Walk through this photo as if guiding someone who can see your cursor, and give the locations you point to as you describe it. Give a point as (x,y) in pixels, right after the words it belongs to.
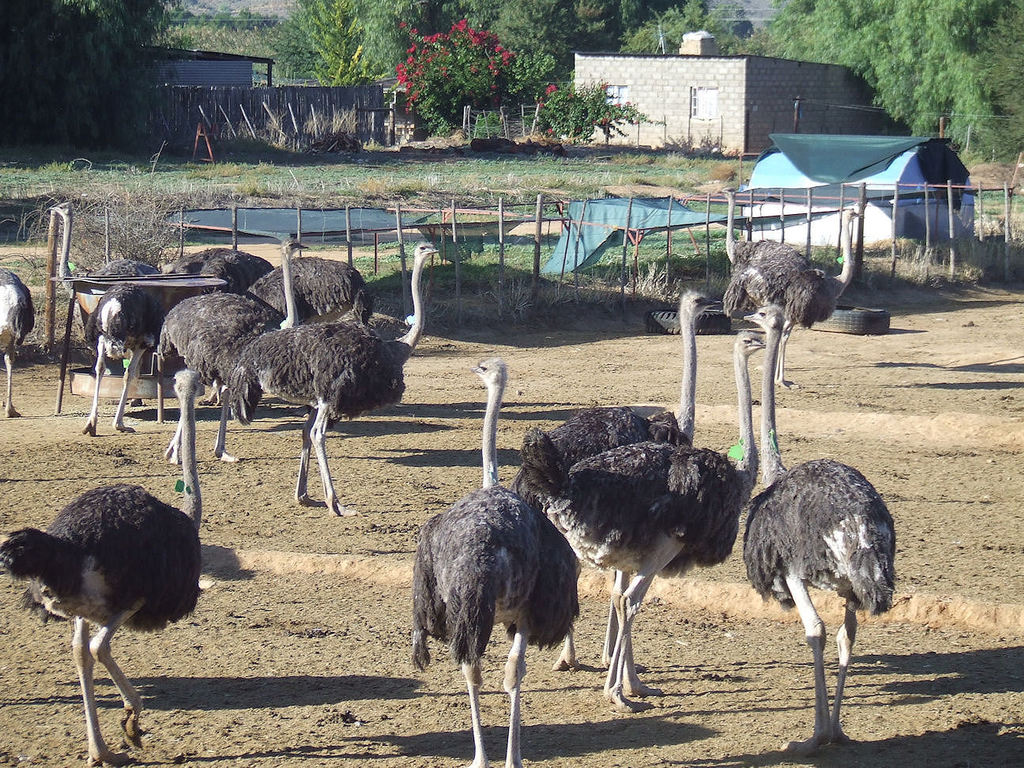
In this image we can see a few birds (456,546) on the ground (351,563), there are some houses (641,138), trees (749,43), grass (265,200), wooden poles (627,220) and some other objects (635,207) on the ground (614,279), also we can see the wall (826,103).
